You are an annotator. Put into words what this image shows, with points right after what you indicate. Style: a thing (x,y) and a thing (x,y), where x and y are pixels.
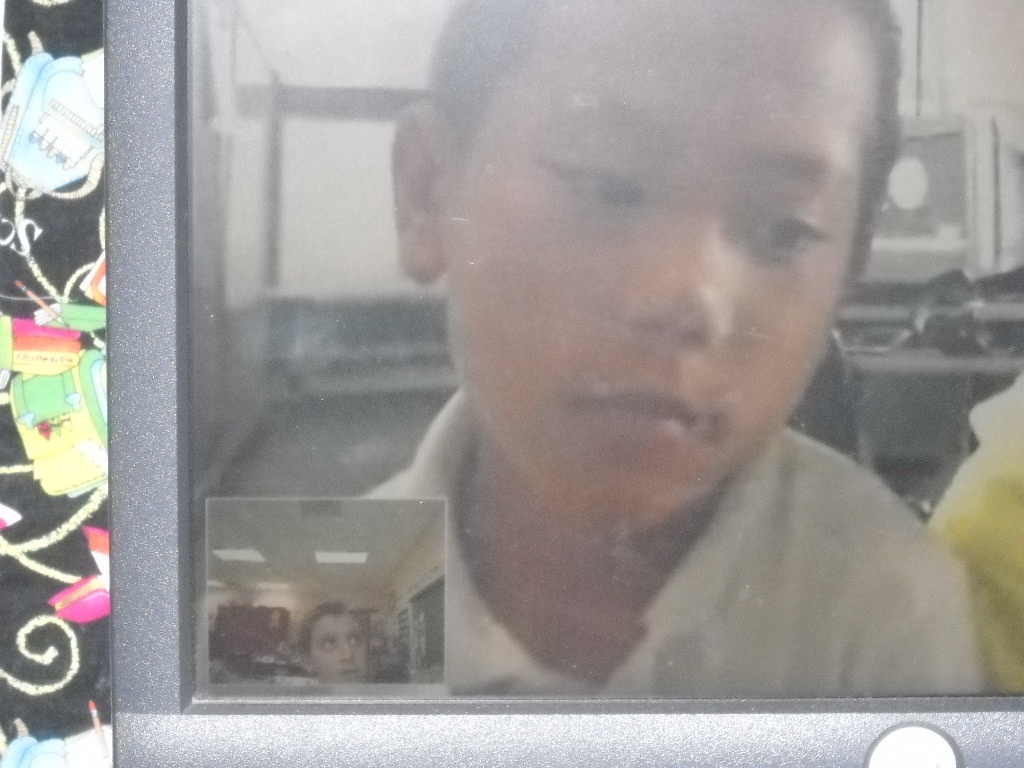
In this image we can see a child (617,547) on a monitor screen (577,597).
